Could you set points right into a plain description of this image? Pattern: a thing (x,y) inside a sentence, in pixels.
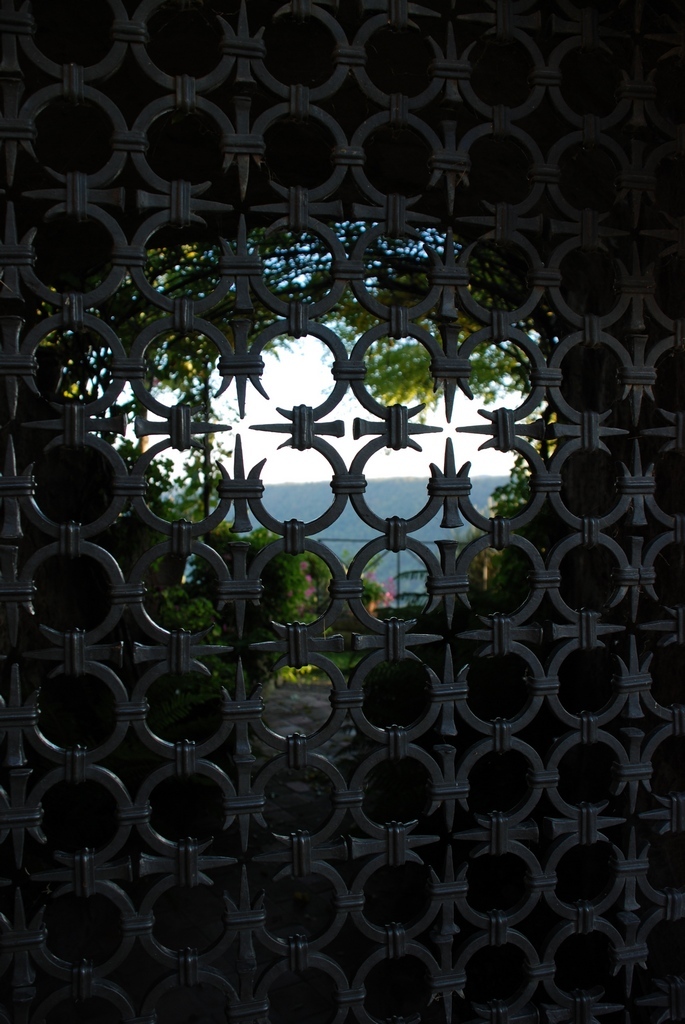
It's a structure (369,659), outside there are trees (447,318). In the middle (296,373) it is a sky (288,378).
